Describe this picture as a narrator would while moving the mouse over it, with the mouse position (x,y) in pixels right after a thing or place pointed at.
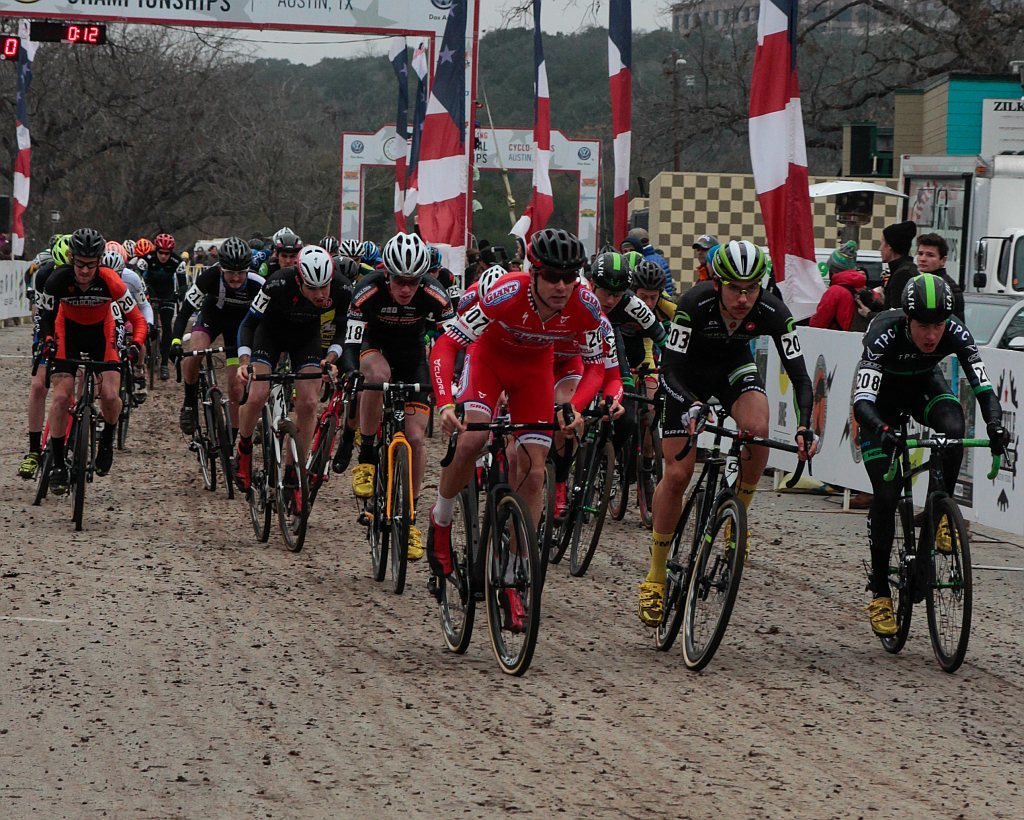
In this image I can see the ground (209,716) and number of persons (269,325) are riding bicycles (634,372) on the ground (205,640). In the background (169,9) I can see few trees (547,60), few flags (22,48), an arch (72,7), a led display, few persons (885,283) standing, few banners (183,9) and the sky (522,13).
